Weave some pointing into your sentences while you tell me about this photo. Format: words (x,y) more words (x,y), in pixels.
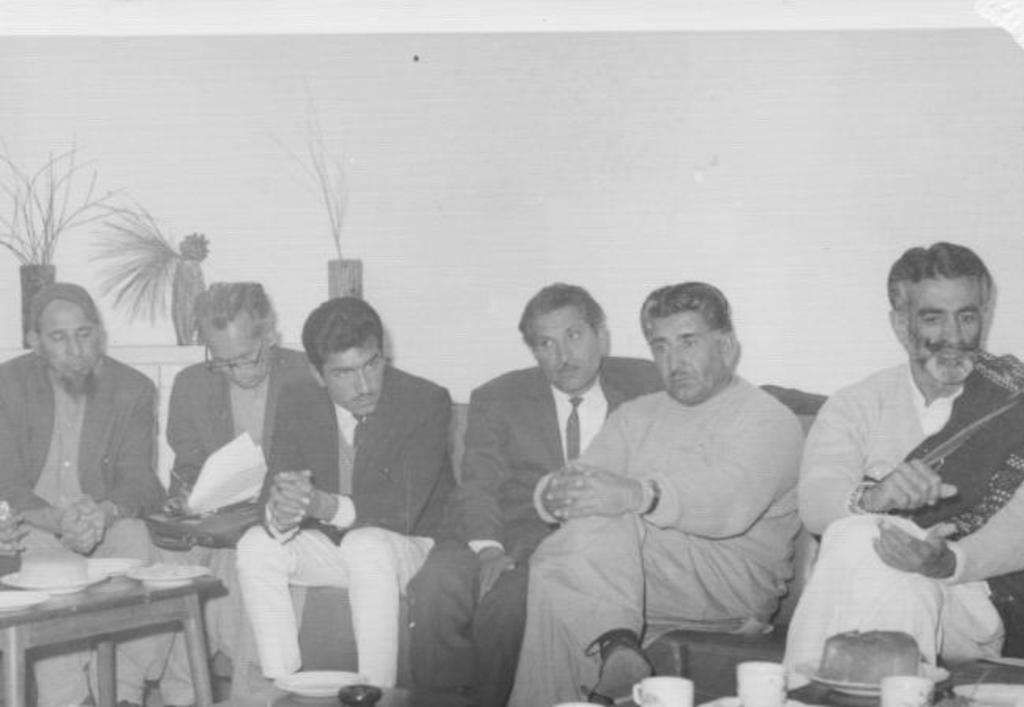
In this black and white image, we can see a group of people (581,531) wearing clothes (124,455) and sitting in front of the wall (445,277). There are flower vases (340,278) on the left side of the image (25,309). There is a table (78,614) in the bottom left of the image (67,618).
